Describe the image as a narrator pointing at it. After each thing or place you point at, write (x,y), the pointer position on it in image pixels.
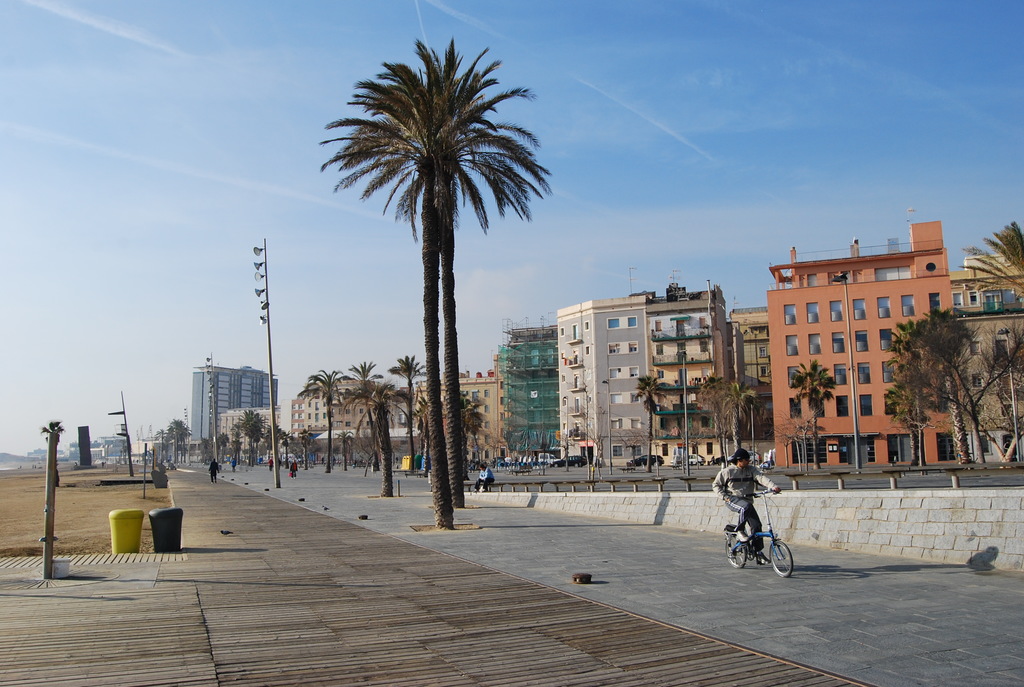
In this image we can see buildings (912,449) with windows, trees (427,303), vehicles (759,493), people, sand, poles (55,439), dustbin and in the background (553,88) we can see the sky (536,82).
